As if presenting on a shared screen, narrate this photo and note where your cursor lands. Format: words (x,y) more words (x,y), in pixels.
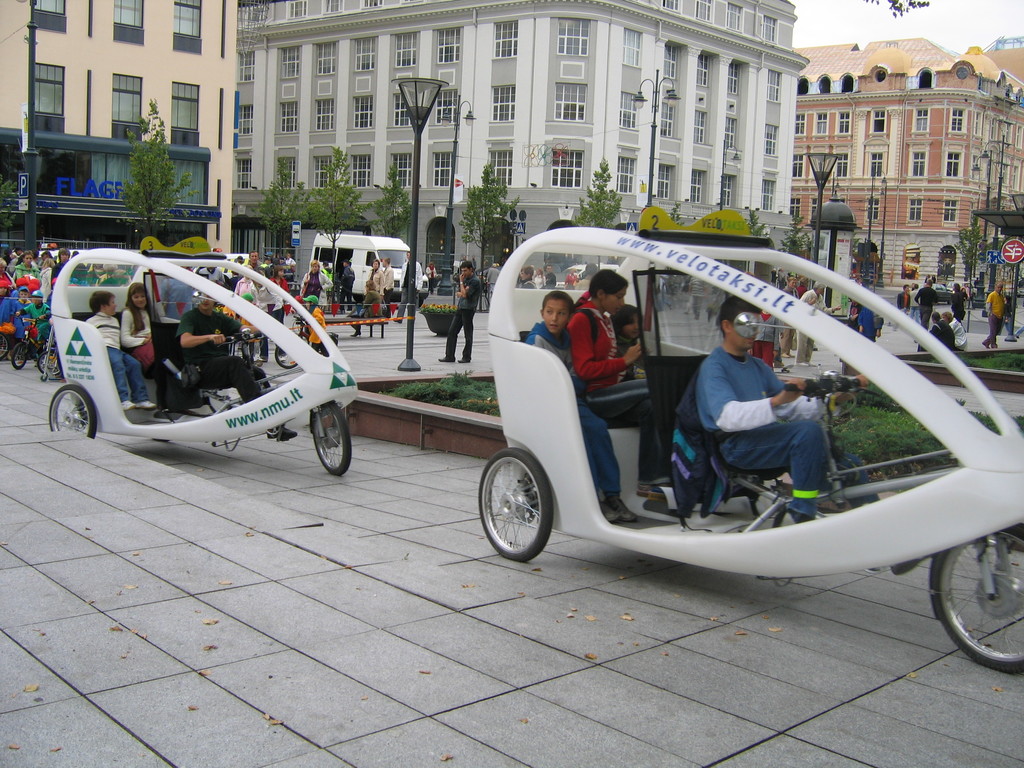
In this image we can see some people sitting in the vehicles (339,392). We can also see a group of people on the ground (206,524), some children (38,326) riding bicycles (44,343), street poles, signboards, trees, some plants (488,381), buildings (751,125) with windows (324,162) and the sky (808,1).
